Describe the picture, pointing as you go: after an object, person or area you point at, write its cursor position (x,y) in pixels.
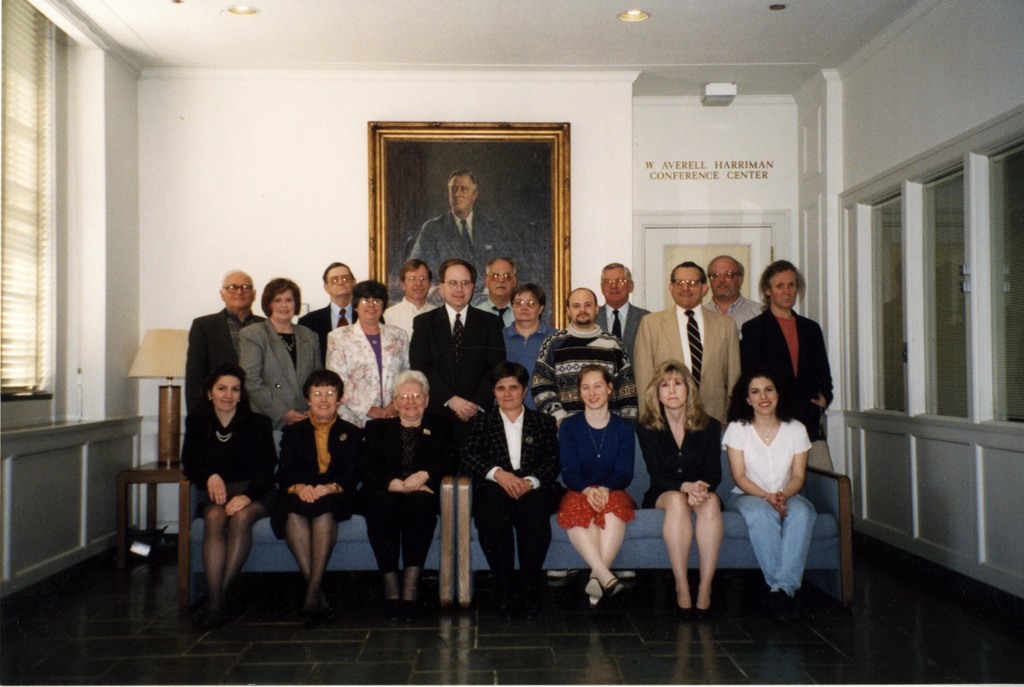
As we can see in the image there is a white color wall (228,155), window (24,174), photo frame (461,125) and few people (384,436) sitting on sofa (831,507). Few of them are standing.
